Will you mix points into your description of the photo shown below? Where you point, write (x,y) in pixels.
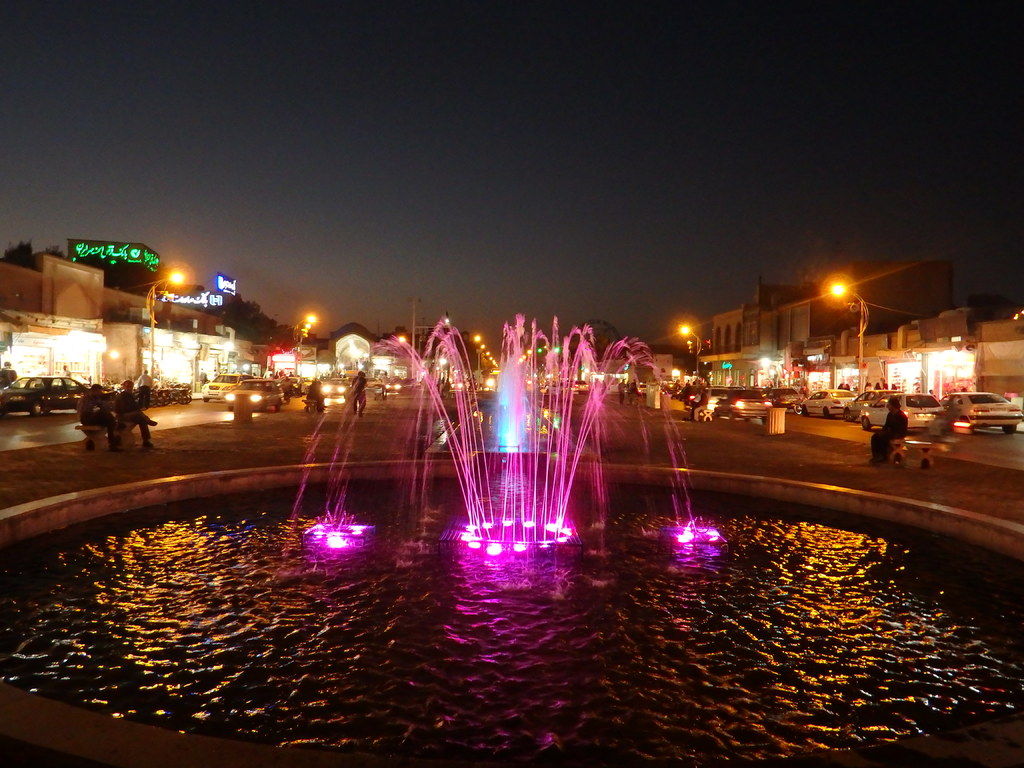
In this image I can see a fountain (654,687) and few lights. Background (129,412) I can see few people (123,399) some are standing and some are sitting, few vehicles (156,394), stalls (162,356), light poles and sky (552,150).
